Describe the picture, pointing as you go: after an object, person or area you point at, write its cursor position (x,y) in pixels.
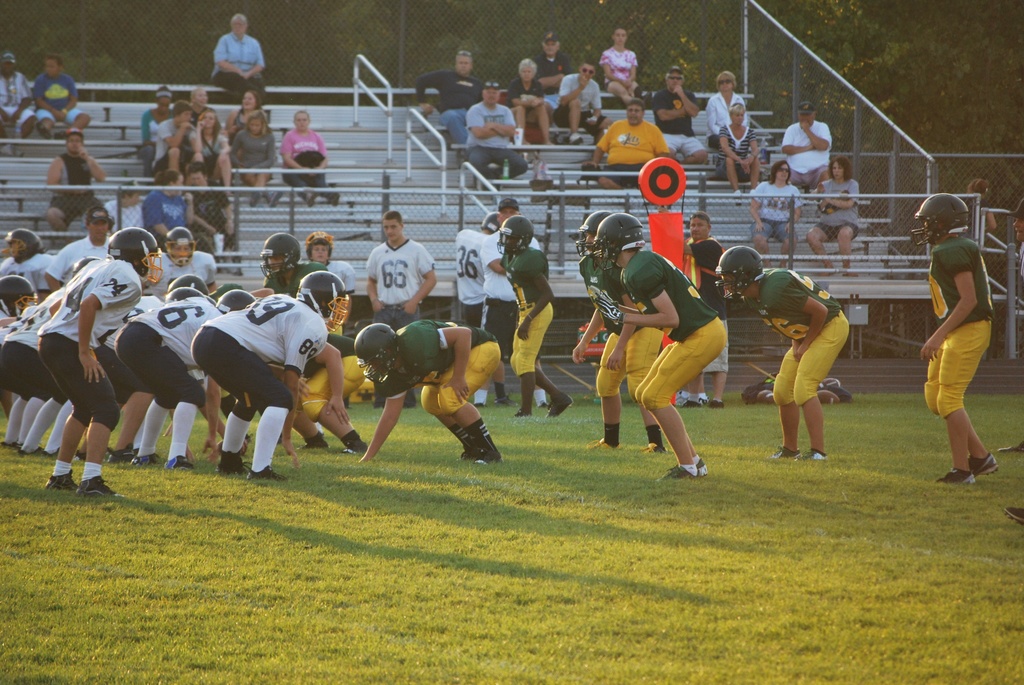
In this picture I can see there are few football players (473,443) and in the backdrop (73,163) I can see there are few people (285,153) sitting and there are trees (921,125).
